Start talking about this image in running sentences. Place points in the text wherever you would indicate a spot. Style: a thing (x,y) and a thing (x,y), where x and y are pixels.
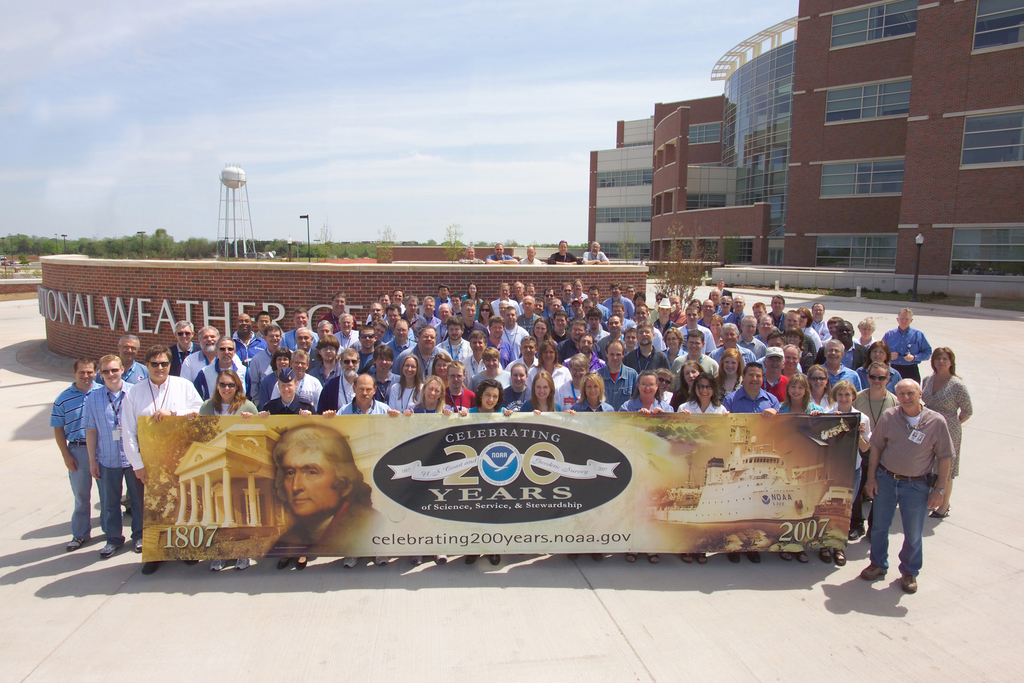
In the image there are a group of people (817,309) holding a banner (775,420) and posing for the photo, behind them there is a wall (189,274) and on the right side (832,197) there is a huge building (735,165) and in the background (356,252) there are many trees (18,247).
